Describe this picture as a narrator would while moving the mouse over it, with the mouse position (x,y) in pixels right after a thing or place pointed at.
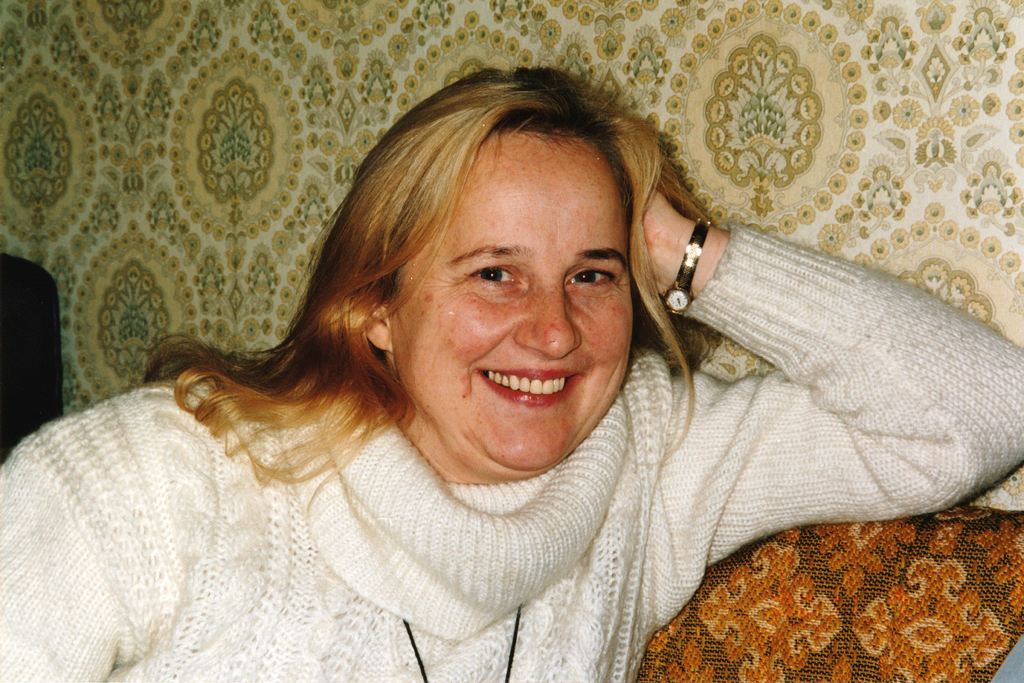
In this image we can see a woman (408,341) sitting. On the backside (445,78) we can see a wall (343,185).
